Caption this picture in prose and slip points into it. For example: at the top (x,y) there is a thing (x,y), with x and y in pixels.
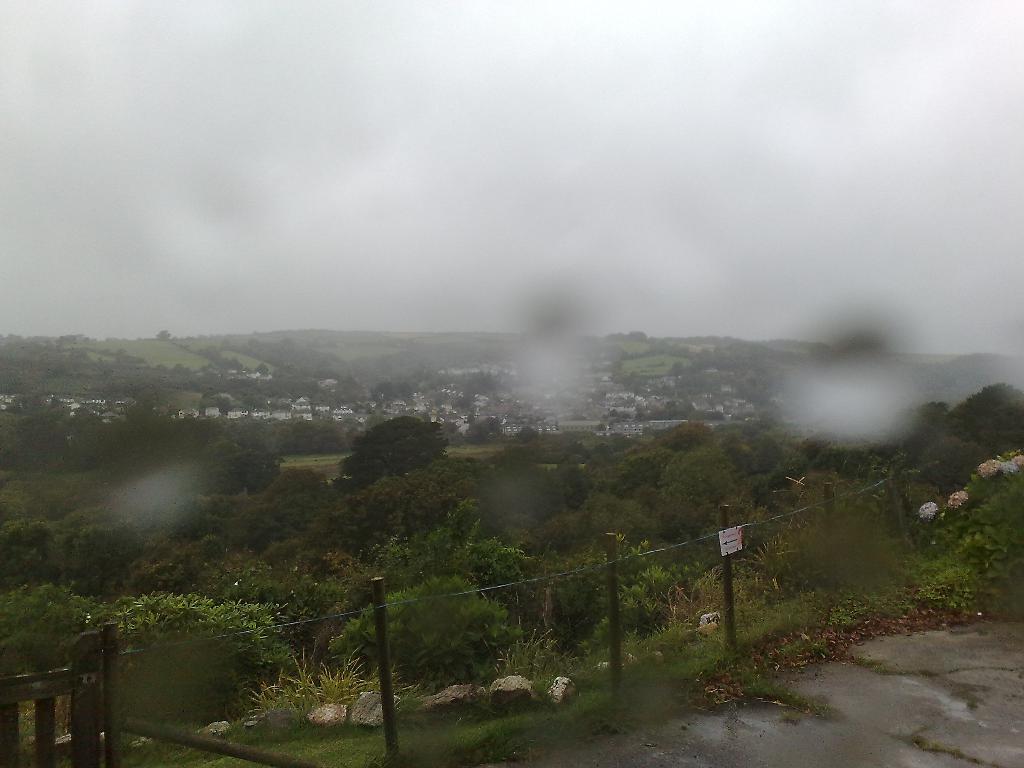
In this picture we can see fence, few rocks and trees (587,576), in the background (730,418) we can find few buildings (594,398).
